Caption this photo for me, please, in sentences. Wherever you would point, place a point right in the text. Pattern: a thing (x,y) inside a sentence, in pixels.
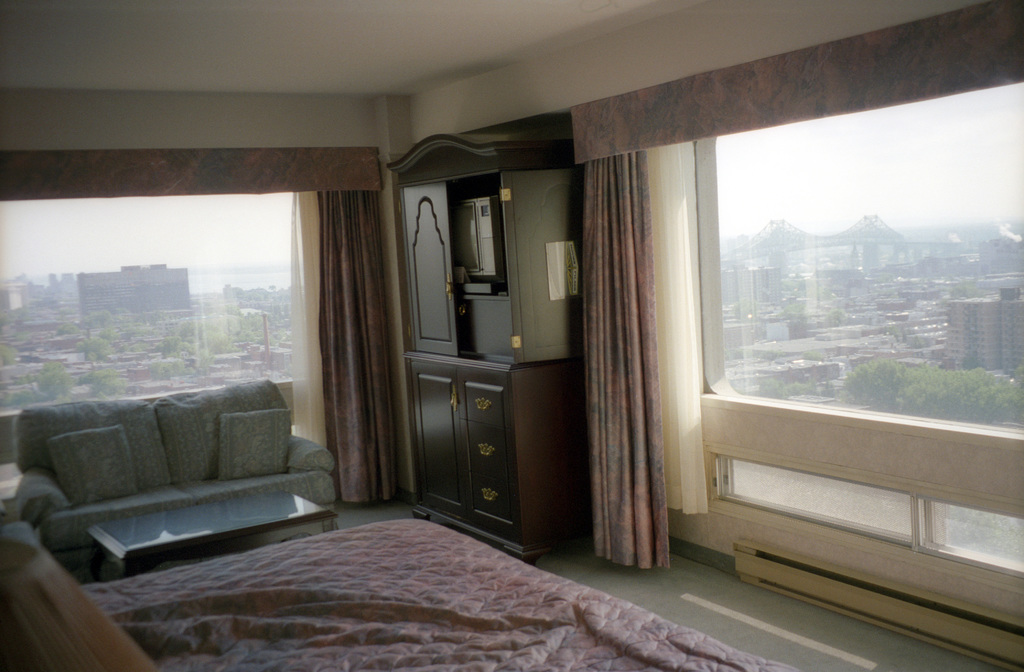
This picture shows a room (366,616) which consists of a bed (357,590) and one sofa set (186,488), on the right side (871,269) we can see cupboards (489,350) also we can see curtains (621,273) and glass (835,284), transparent glass (867,281). From transparent glass (901,309) we can see some buildings (983,319), trees (934,378) and sky (857,163).
